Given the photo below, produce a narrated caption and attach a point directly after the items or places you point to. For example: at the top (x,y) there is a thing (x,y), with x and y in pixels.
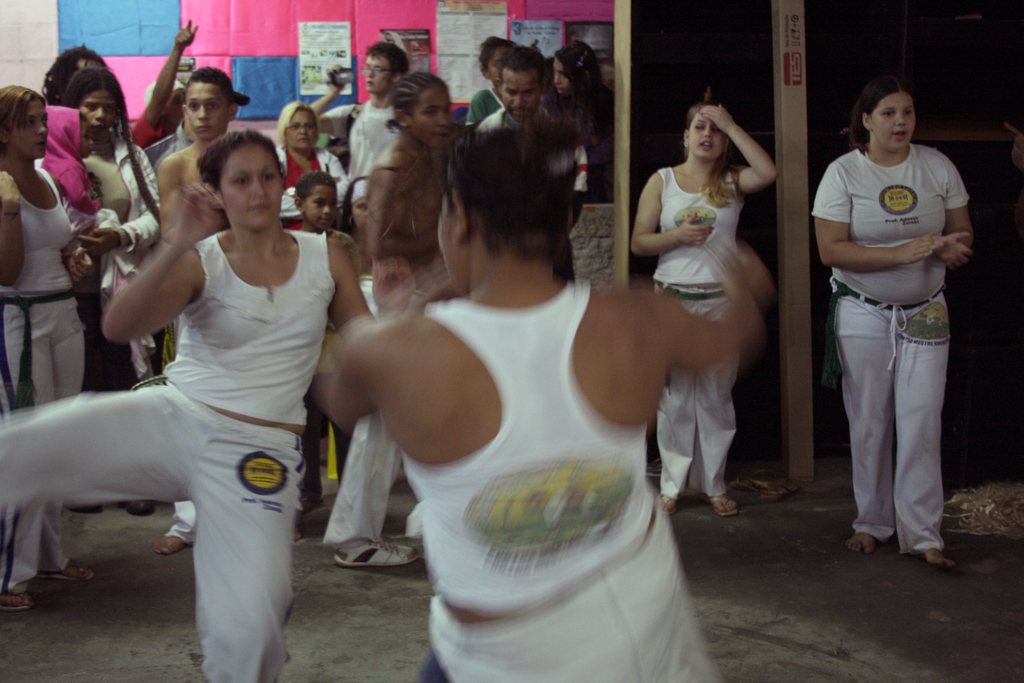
As we can see in the image there are group of people (227,379). These two people (413,423) are dancing and in the background (417,49) there are posters (468,37) and a white color wall (16,40).
